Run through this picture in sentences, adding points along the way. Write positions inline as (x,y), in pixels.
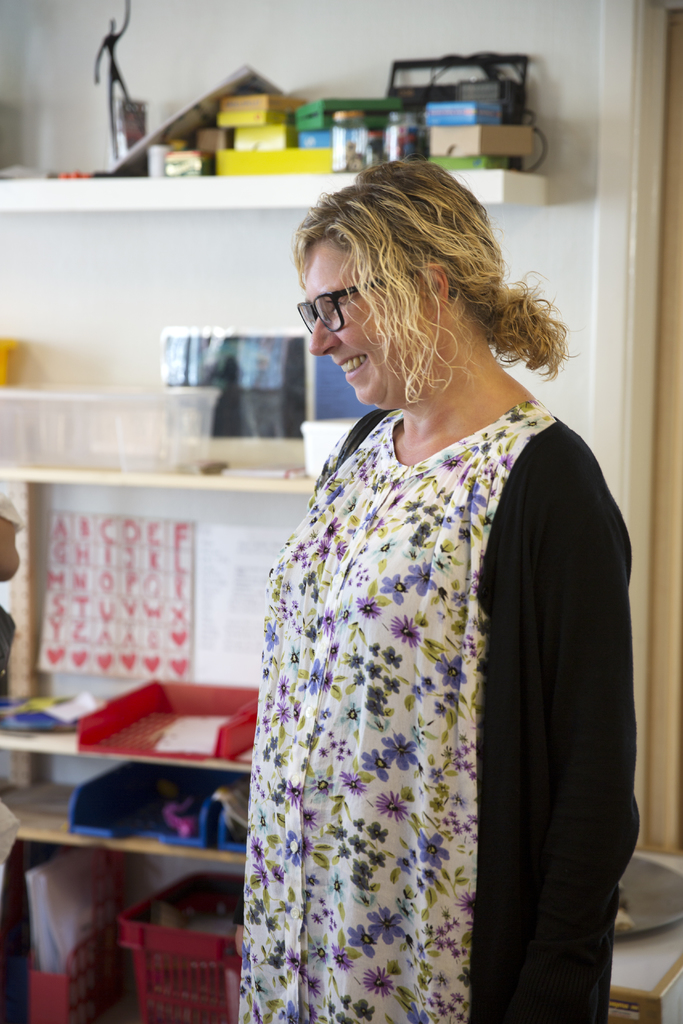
This woman (466,612) wore spectacles (336,313) and smiling. In this rack (77,680) there is a container (1,395) and things (131,936).
